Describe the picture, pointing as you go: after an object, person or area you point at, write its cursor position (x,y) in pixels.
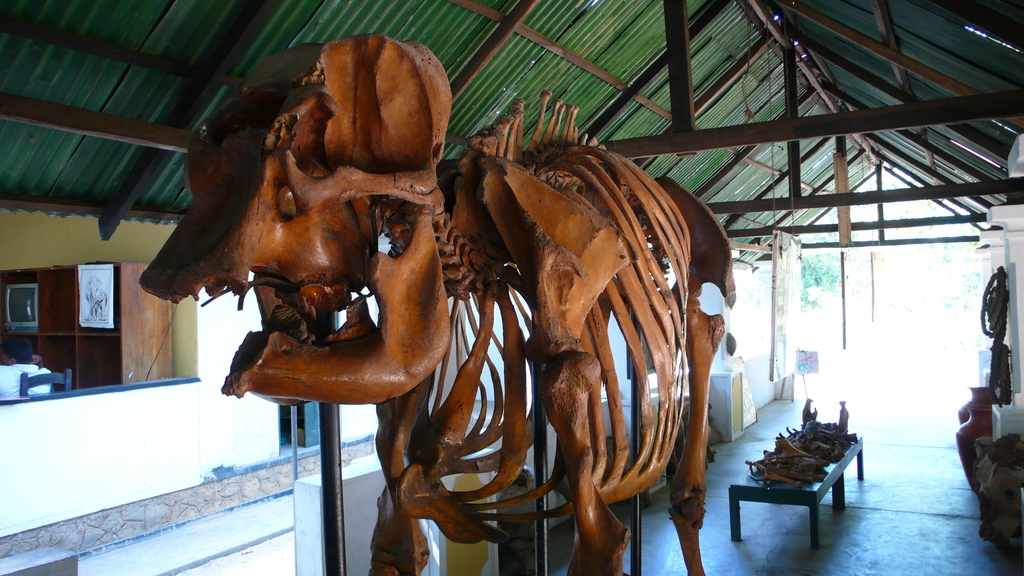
This picture shows a skeleton (410,305) of an animal (680,228). We see a table (805,456) and we see a man (21,362) seated on the chair (68,386) and a cupboard (102,382). We see a television (16,325).
